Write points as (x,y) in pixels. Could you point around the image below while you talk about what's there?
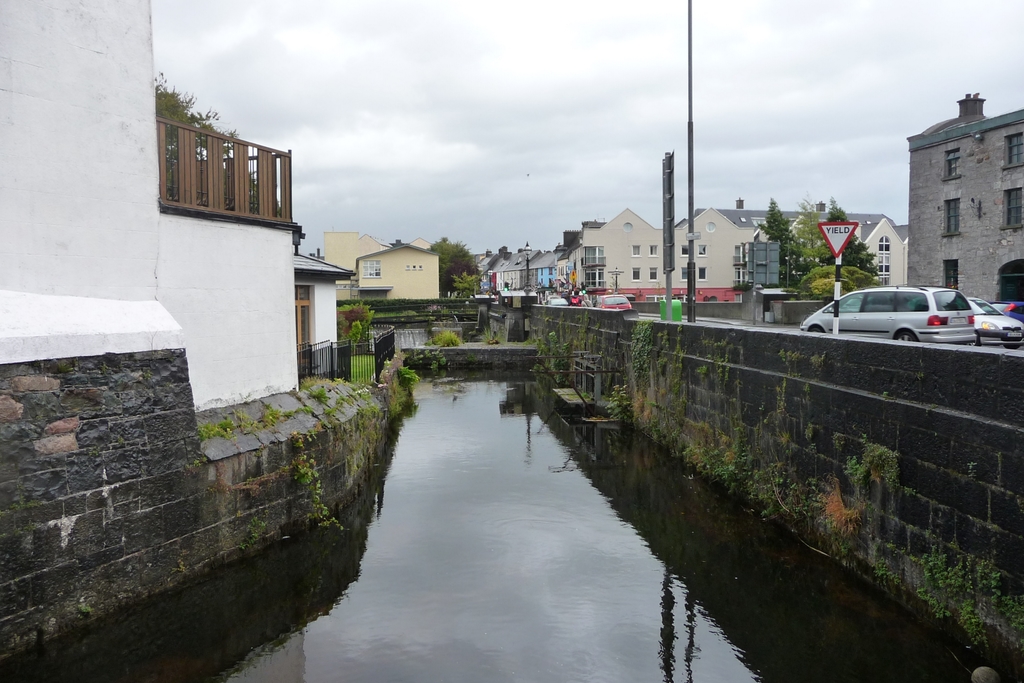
In this image I can see water (533,557), the wall (755,401) which is black in color and some grass (712,452) to the wall (691,386). To the right side of the image (859,316) I can see few vehicles (875,327) on the road (764,325), few sign boards (771,273), few trees (796,238) and few buildings (878,245). To the left side of the image (199,301) I can see a wall (102,214) which is white in color and the railing (223,178). In the background (419,277) I can see few buildings (362,237), few trees (452,254), few vehicles (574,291) and the sky (516,112).
